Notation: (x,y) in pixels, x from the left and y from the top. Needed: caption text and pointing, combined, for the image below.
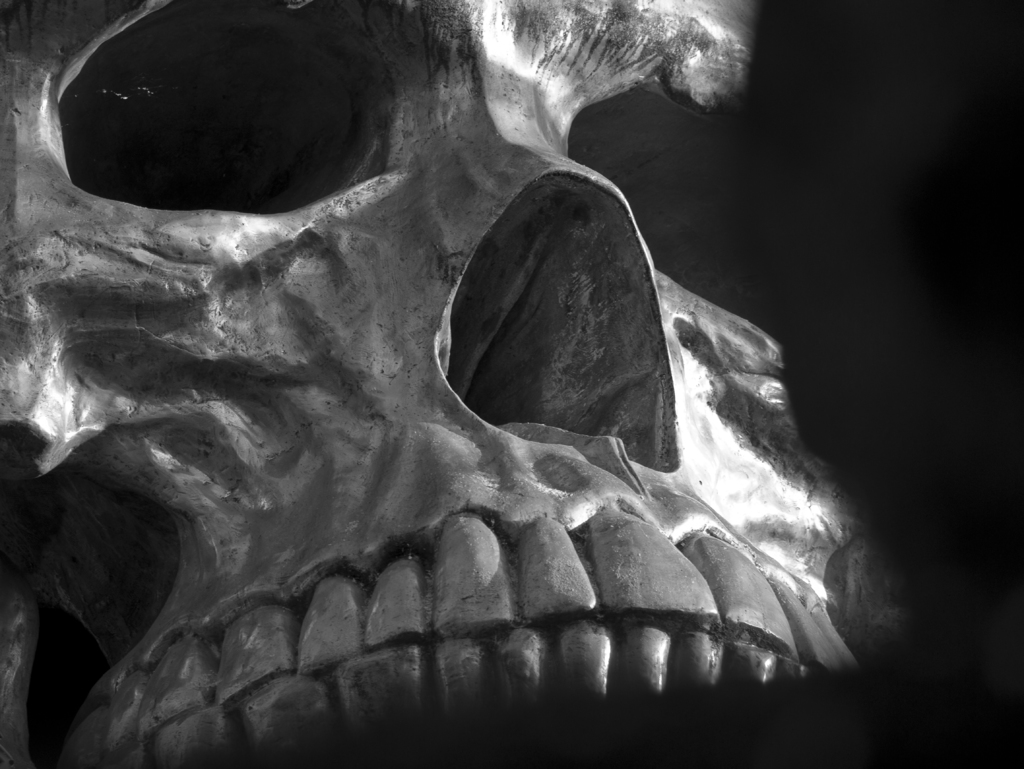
In this image it looks like a skull (513,417) and the dark background (873,134).
